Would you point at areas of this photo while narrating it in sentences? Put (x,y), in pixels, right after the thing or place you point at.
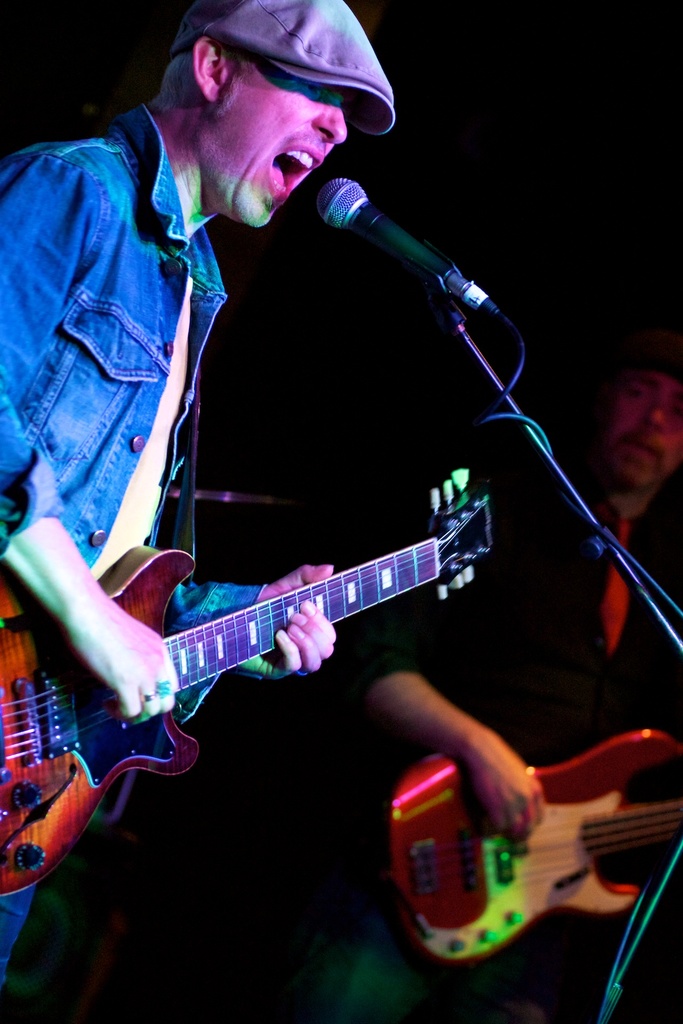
In this image there is one person (194,593) who is holding a guitar (340,597), and in front of him there is a mike (328,186) and he is singing. And in the background (543,648) there is another person (581,540) who is holding a guitar (571,791), and there is a dark background (522,40).
